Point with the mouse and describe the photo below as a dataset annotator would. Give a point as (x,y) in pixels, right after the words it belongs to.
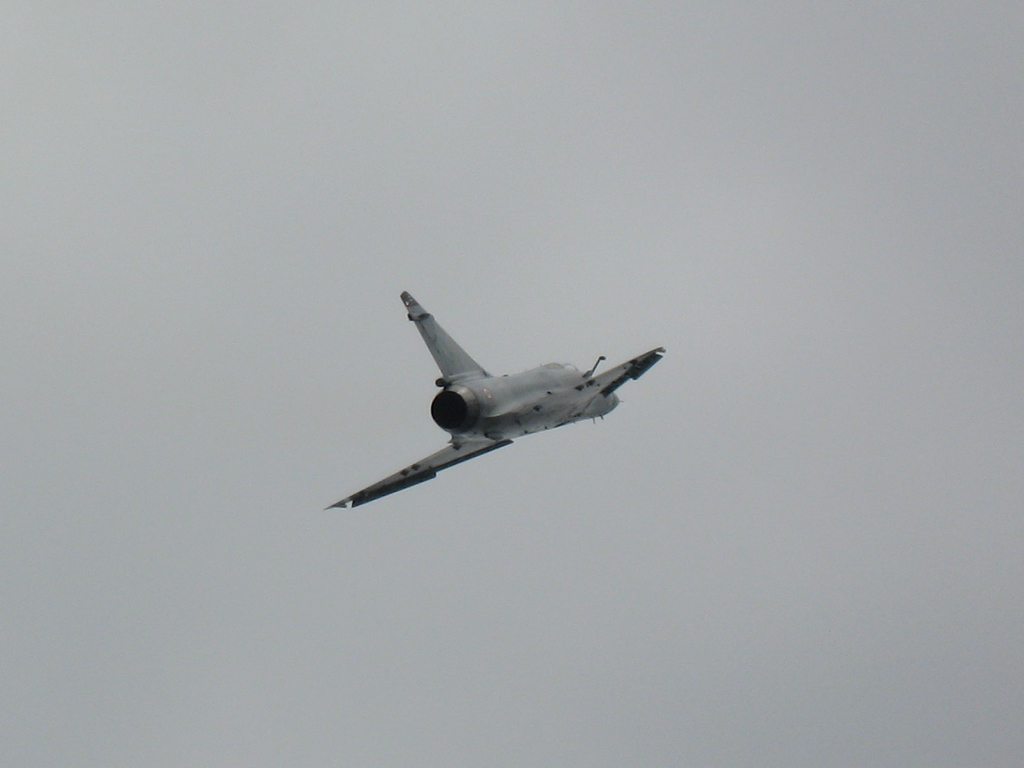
In the center of the image (442,350) there is a jet (495,425) in the air (163,415). In the background (677,538) there is sky (546,558).
